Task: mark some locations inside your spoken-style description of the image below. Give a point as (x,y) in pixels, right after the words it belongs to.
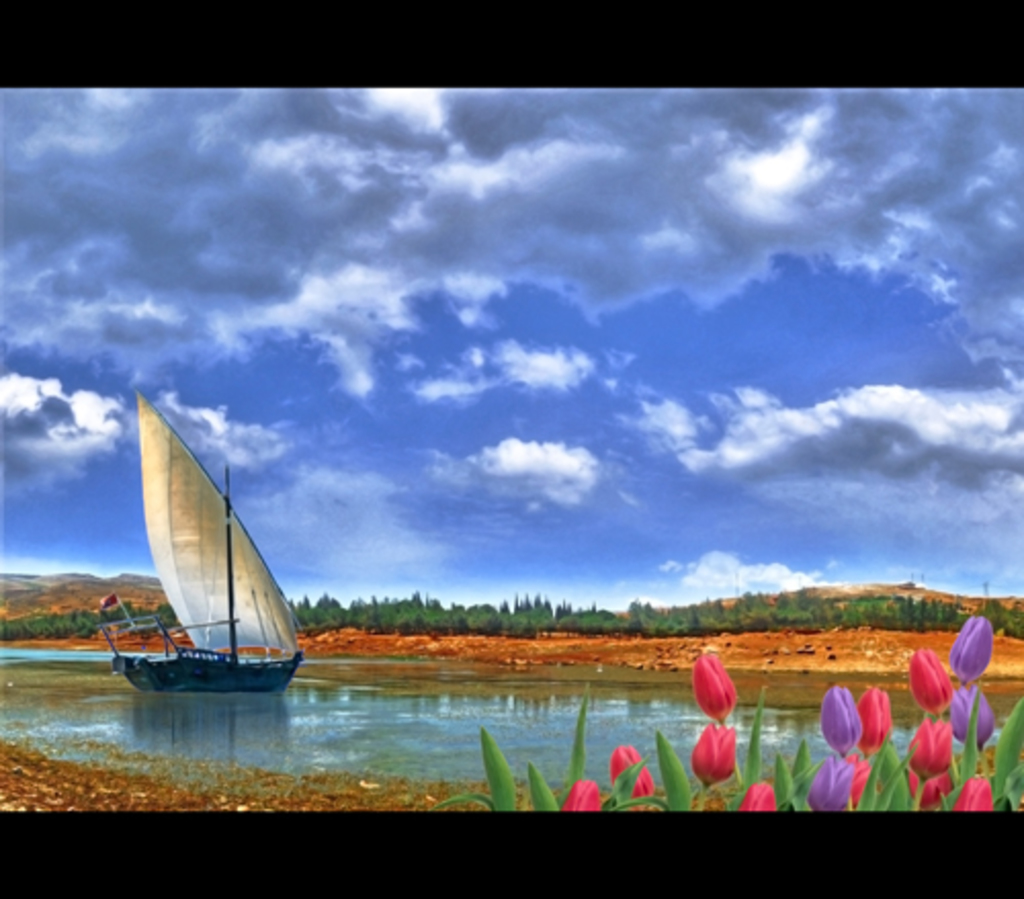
In the image we can see there is a poster (391,678) in which there are flowers (710,758) on the plants (663,769) and there is water (418,745) on the ground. There is sail boat (200,604) on the water (436,740) and behind there are lot of trees (639,613). There is a cloudy sky (463,393).
